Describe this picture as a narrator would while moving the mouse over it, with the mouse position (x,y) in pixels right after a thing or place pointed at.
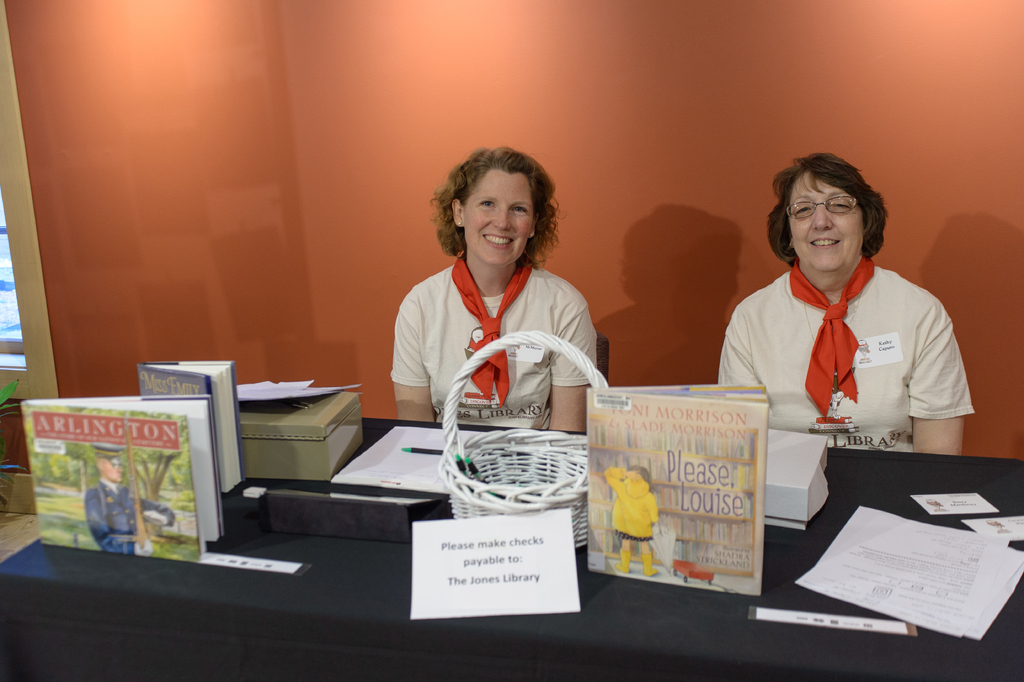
As we can see in the image there is a wall (221,242), two people (849,277) sitting on chairs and there is a table (599,634). On table (793,659) there are papers (935,591), books (177,420) and basket (480,461).
